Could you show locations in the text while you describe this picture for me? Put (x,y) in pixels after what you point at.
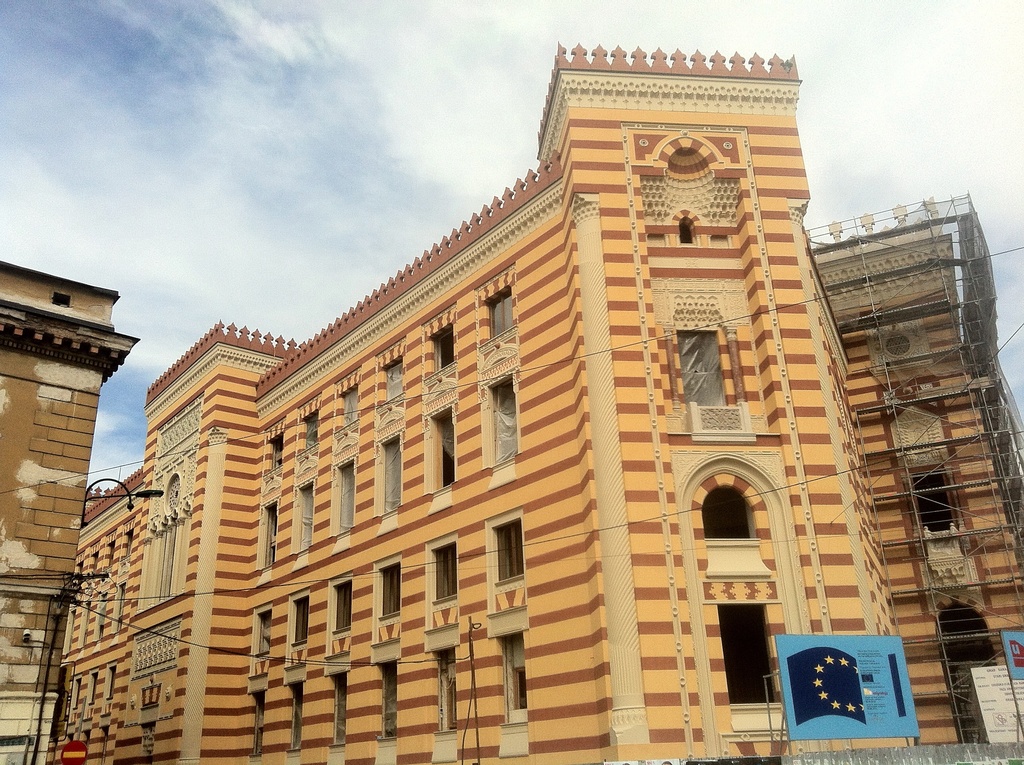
This image consists of a building (767,506) along with windows (738,498). It is clicked outside. At the bottom right (838,724), there are boards (822,724). At the top (189,186), there are clouds (193,237) in the sky (193,187).
